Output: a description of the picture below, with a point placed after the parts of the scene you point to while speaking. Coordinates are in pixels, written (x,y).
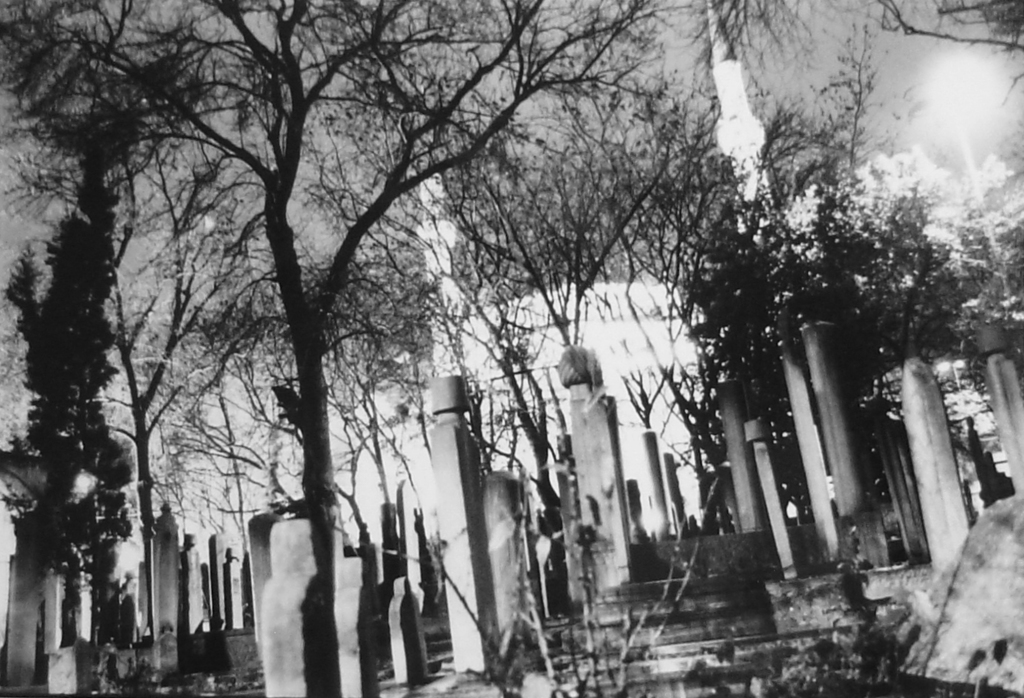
In the image, it seems to be cemetery (446,474) on the left side (174,617) with steps (720,651) on the right side (760,592) with pillars (589,483) on either side of it, in the front (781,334) there are trees (357,340) all over the image followed by a building (726,128) behind it and above its sky (944,115), this is a black and white picture.
